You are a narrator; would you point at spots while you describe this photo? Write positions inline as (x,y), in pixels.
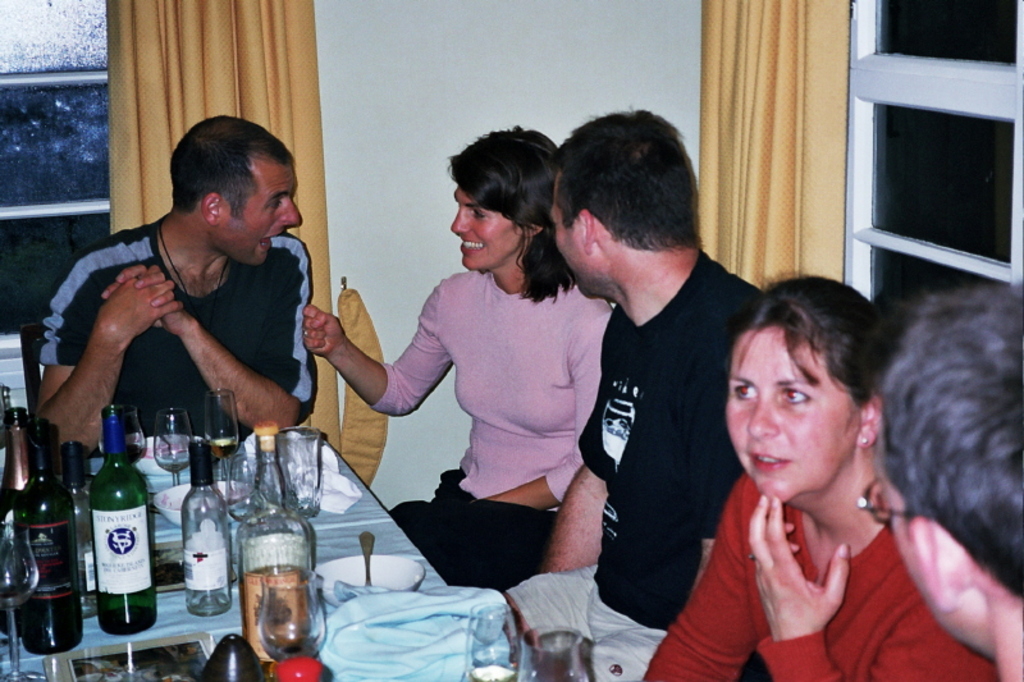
There is a group of a people (389,374). They are sitting in a chair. There is a table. There is a wine bottle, glass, bowl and spoon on a table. We can see in the background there is a curtains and window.
